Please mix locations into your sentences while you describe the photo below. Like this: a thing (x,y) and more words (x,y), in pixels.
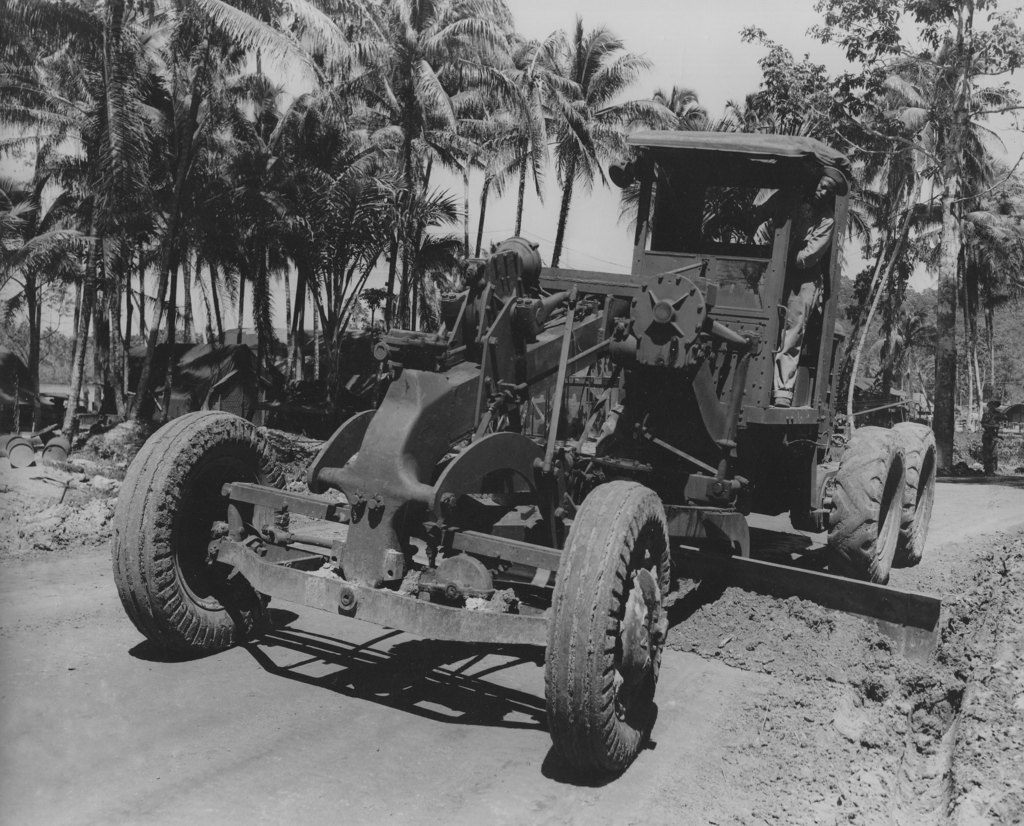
This is a black and white image. Here there is a vehicle (693,277) on the road (448,804). In the background (430,137) there are trees (133,394), drums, houses (6,424), other objects (56,425) and sky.
